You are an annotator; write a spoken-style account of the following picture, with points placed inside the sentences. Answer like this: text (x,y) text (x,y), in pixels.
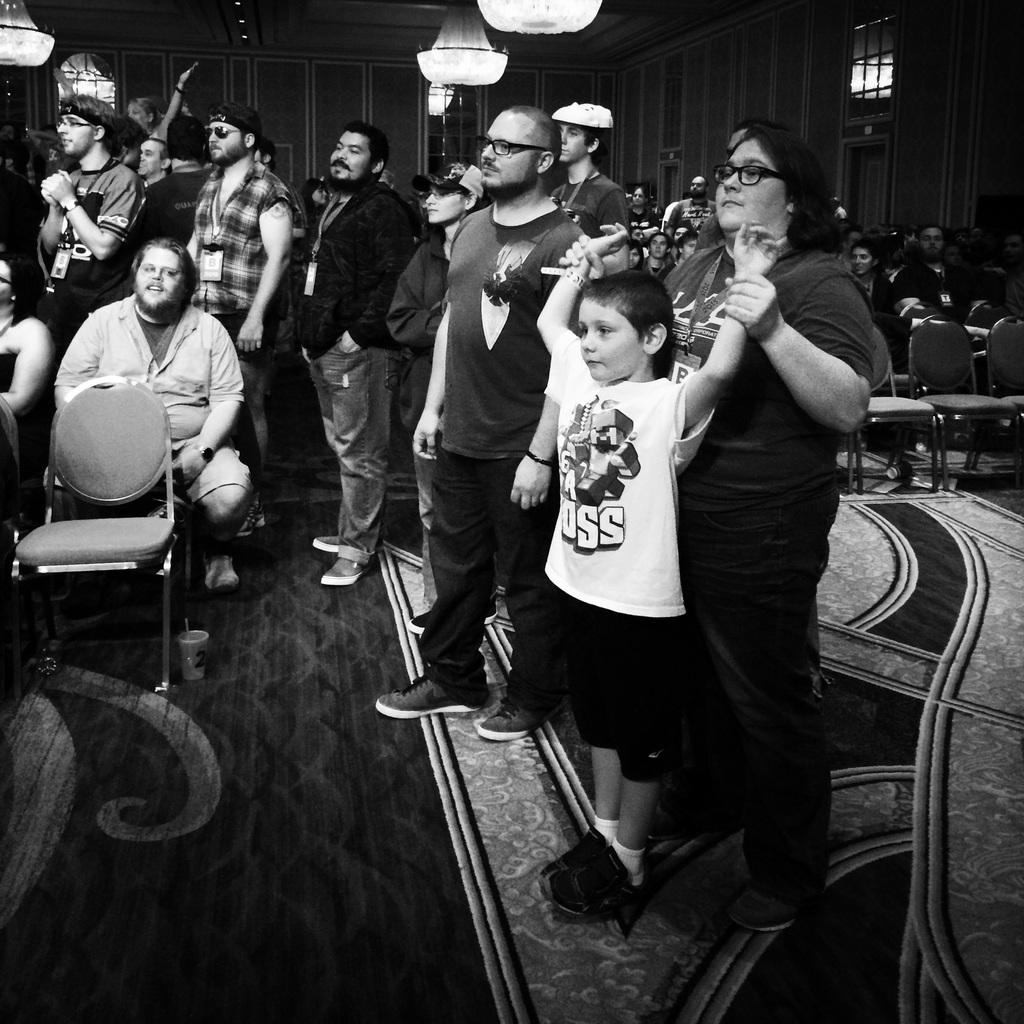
In this image we can see a few people (775,151) standing on the floor (346,678). Here we can see the chairs (132,452) on the floor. Here we can see the tags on their necks (933,262). In the background (938,265), we can see little people (931,276) sitting on a chair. Here we can see the decorative lighting arrangement (489,16) on the roof (645,14). Here we can see the glass window (875,89) on the top right side (885,30).
